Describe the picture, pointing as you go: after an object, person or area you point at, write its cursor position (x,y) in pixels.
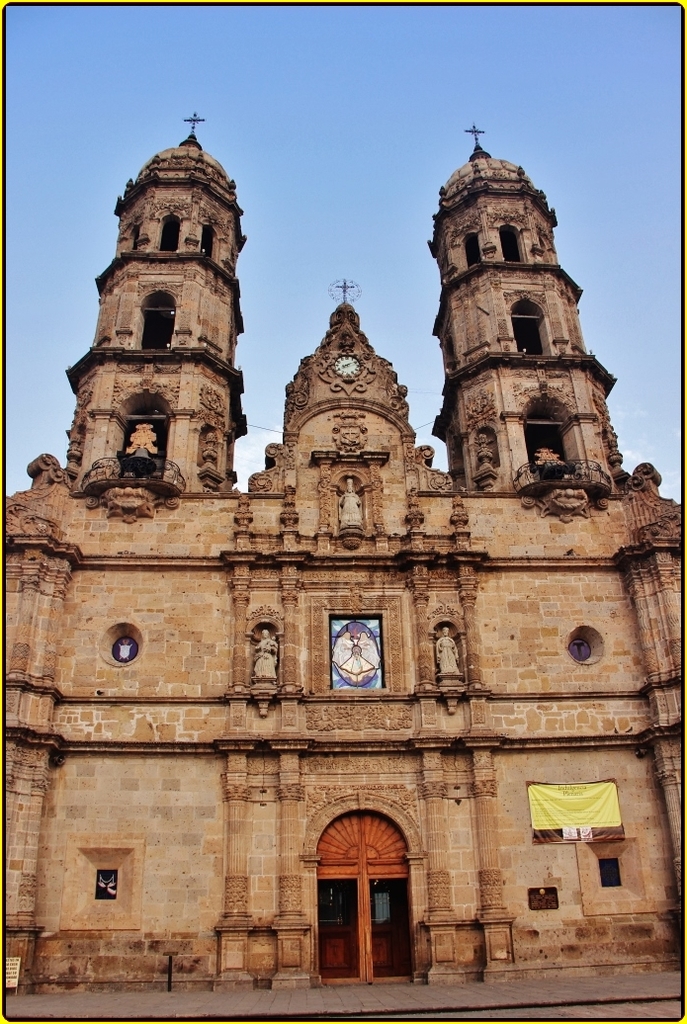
In this image we can see an ancient architecture (431,898), banner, statues (263,639), and a clock (338,367). In the background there is sky (216,56).
